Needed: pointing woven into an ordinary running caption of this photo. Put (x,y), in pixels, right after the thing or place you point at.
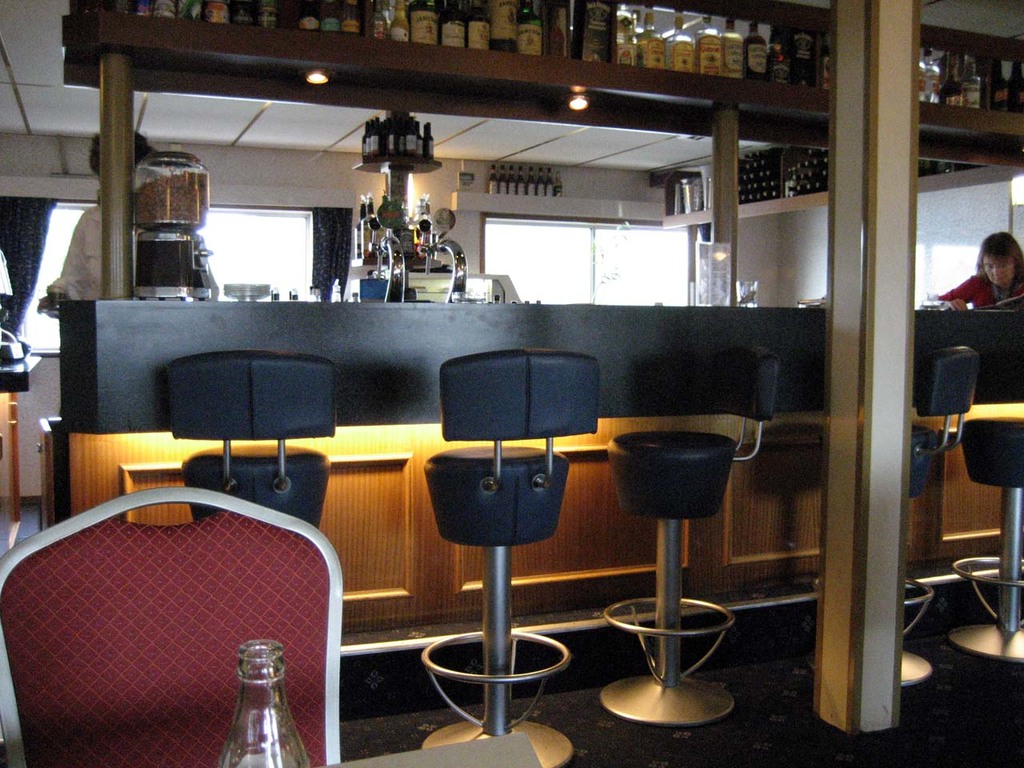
In this picture we can see windows (547,233). A man (93,244) and a woman (961,289) near to the platform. This is a machine (158,189). We can see bottles (492,16) arranged in a sequence manner at the top (740,53). On the floor (688,726) we can see chairs (987,436). This is a bottle (245,710) in front (262,722) portion of the picture.
